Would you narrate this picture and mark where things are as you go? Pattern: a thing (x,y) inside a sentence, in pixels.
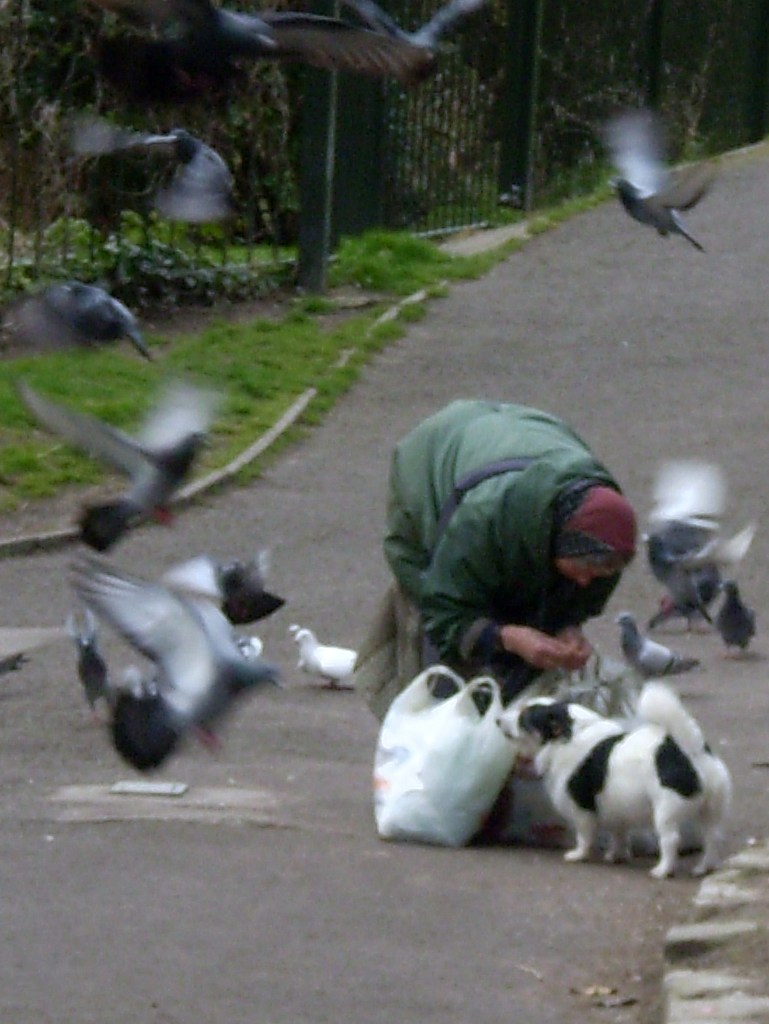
In the picture I can see the pigeons (155,707) and a dog (608,778). I can see a woman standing on the road (408,419) and looks like she is holding something in her hands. I can see a plastic cover (496,725) on the road (368,404). I can see the green grass (262,320) on the side of the road (407,408) on the left side (247,367). In the background (274,229), I can see the metal grill fence (361,152).
